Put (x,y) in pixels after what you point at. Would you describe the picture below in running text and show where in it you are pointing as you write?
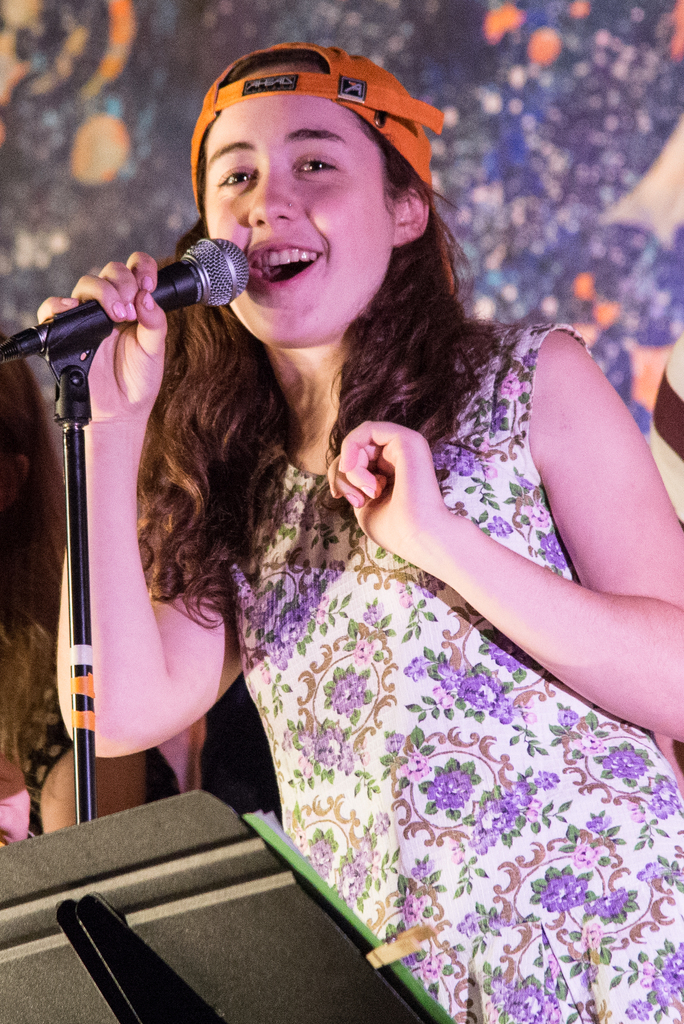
As we can see in the image there is a woman (332,466) wearing orange color cap (346,80), violet and white color dress (418,718). She is holding mic (94,327) and singing a song.
